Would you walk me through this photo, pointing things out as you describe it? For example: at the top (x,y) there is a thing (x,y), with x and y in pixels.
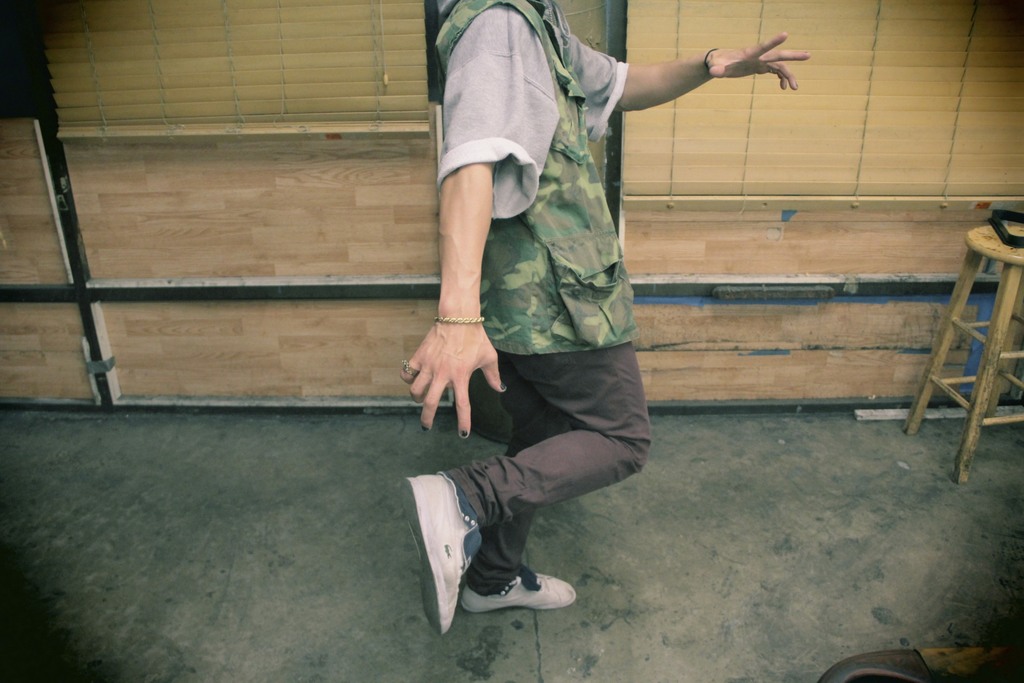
In the image a person (420,497) is standing. Behind him there is a wall (833,339). On the right side of the image (1018,315) there is a chair (1005,317).
